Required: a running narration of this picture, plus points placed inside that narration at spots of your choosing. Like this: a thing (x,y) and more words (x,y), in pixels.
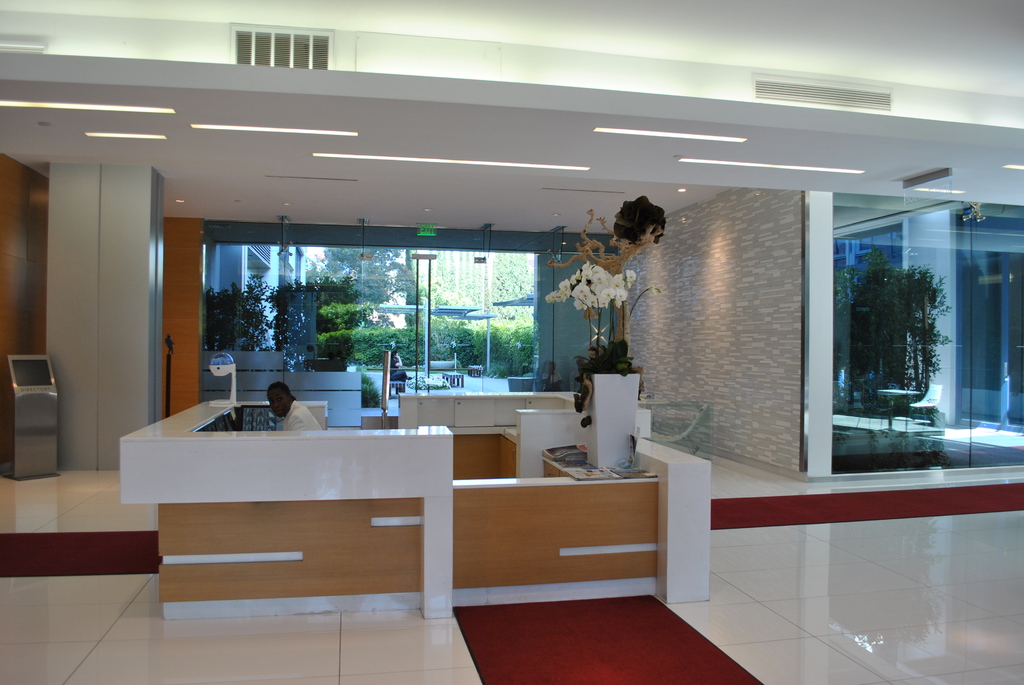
In this image we can see a person (283,409), monitor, tables (387,473), vase (595,434), flowers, machine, floor (776,627), pillar (99,406), walls (170,235), ceiling (410,143), lights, and objects (232,379). There are glasses (555,337). Through the glasses (921,252) we can see plants (883,414), trees (347,253), building (296,249), stools (405,384), few objects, and a person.
